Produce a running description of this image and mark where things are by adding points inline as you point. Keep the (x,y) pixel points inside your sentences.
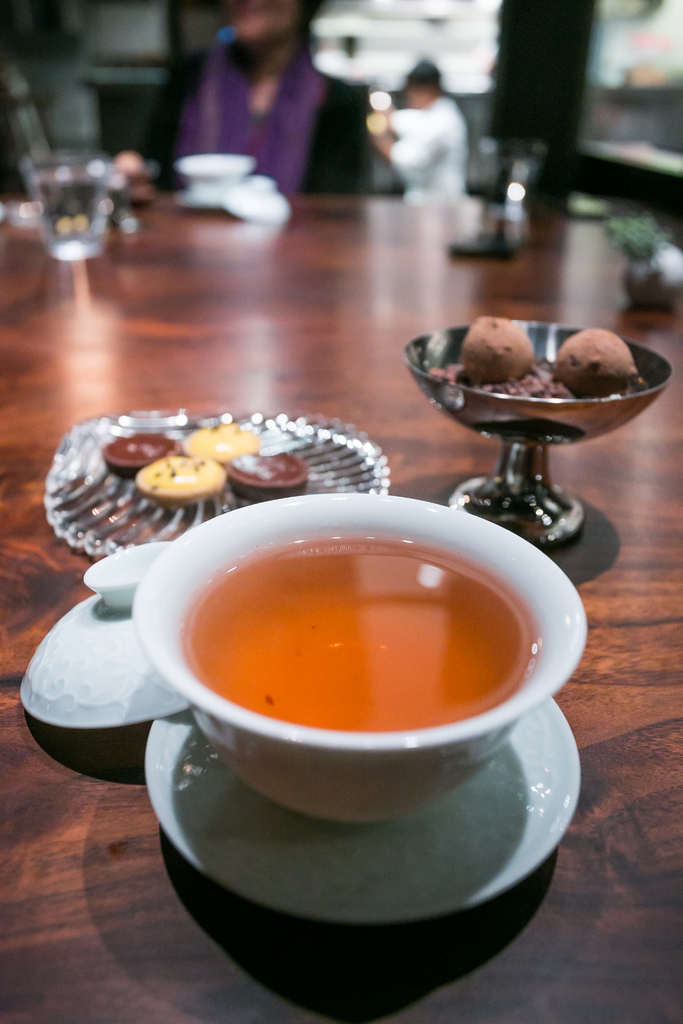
In this image we can see some food (389,715) in a bowl (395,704), a plate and in a cup (610,417). We can also see a glass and the lid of a bowl (249,514) placed aside. On the backside (410,124) we can see two people (417,130).
